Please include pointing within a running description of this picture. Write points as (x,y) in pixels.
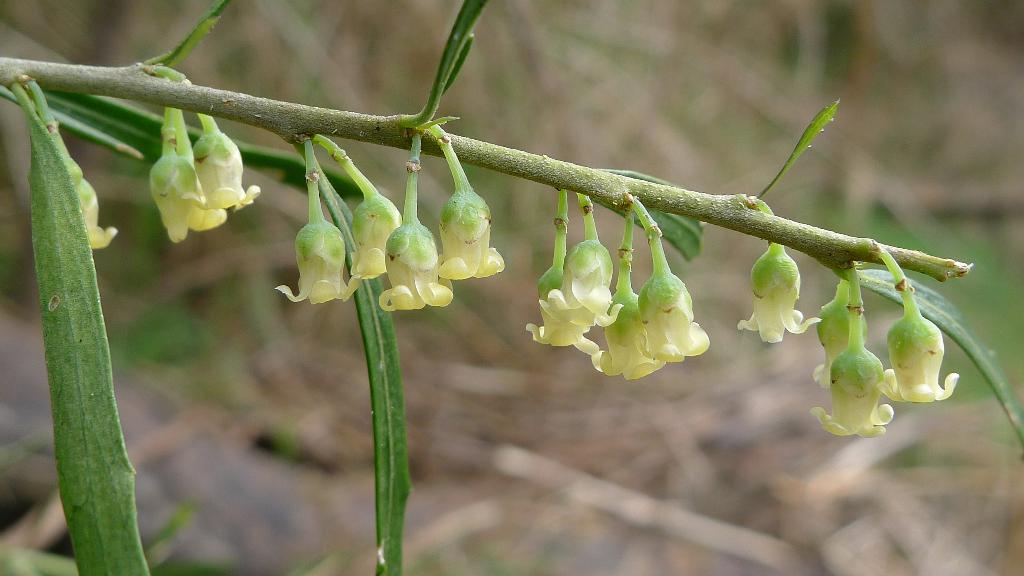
In the picture there is a branch (424,149) of a plant (104,134) and there are flower buds (542,280) to the branch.
